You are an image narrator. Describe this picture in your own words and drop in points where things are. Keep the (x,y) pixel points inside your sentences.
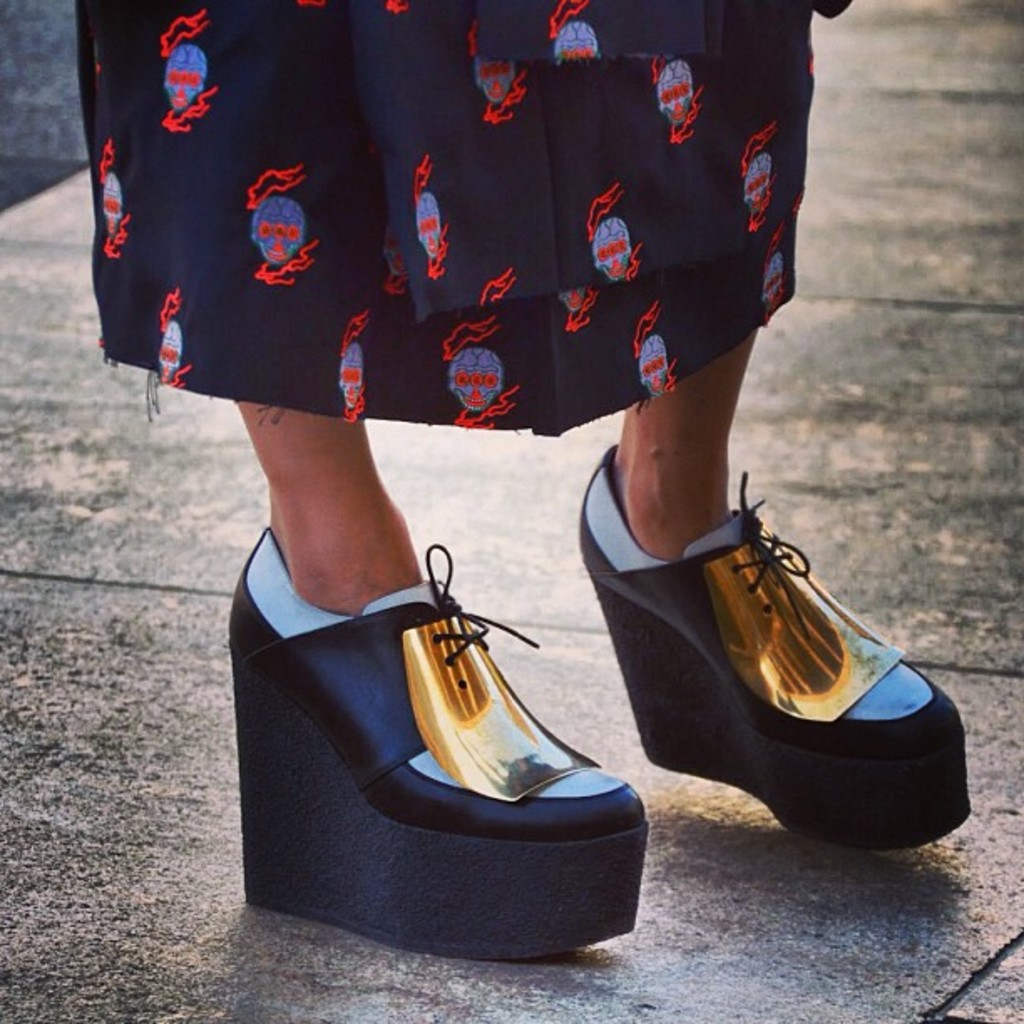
In this image we can see a person (475,677) standing on the surface (647,801) wearing the shoes (526,774).
